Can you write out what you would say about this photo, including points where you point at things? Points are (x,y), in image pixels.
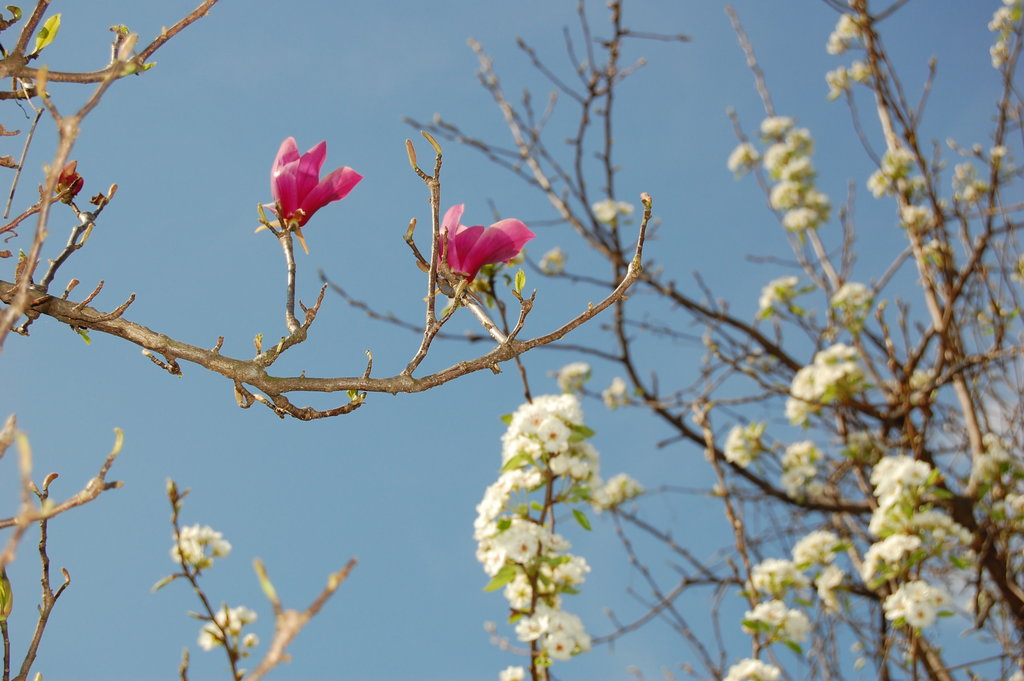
In this image we can see pink color flowers (517,237) to the tree (248,376). Here the image is slightly blurred, where we can see flowers (967,187) to the tree (863,364) and blue sky (247,550) in the background (709,618).
